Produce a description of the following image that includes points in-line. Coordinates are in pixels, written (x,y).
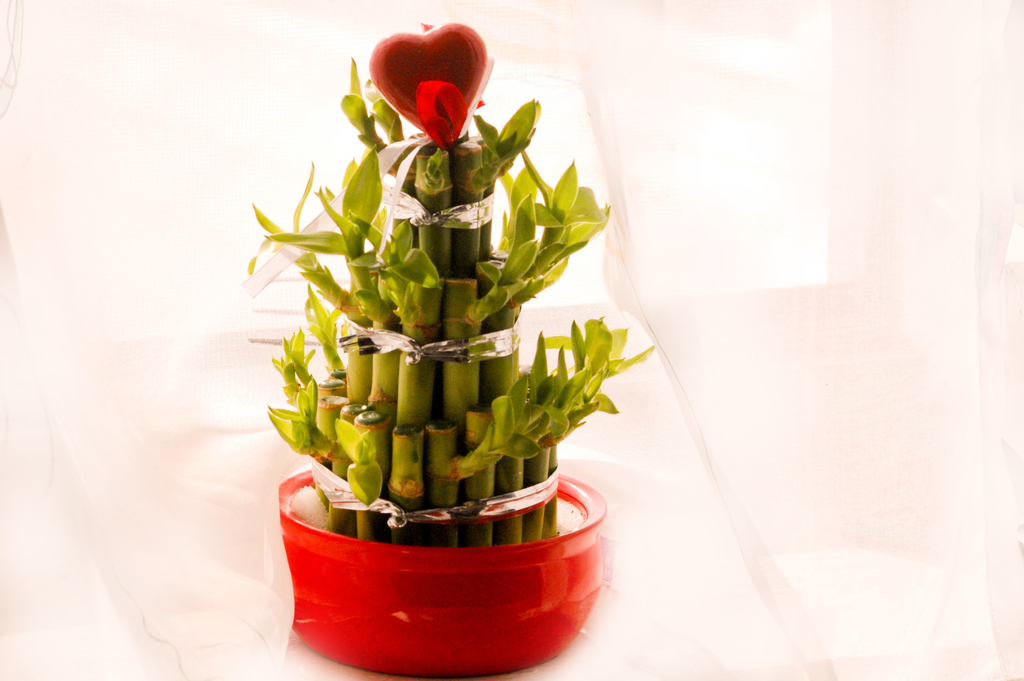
In this image, in the middle (541,263), we can also see a flower pot (560,539) with some plants (551,254). In the background (262,328), we can also see white color.
